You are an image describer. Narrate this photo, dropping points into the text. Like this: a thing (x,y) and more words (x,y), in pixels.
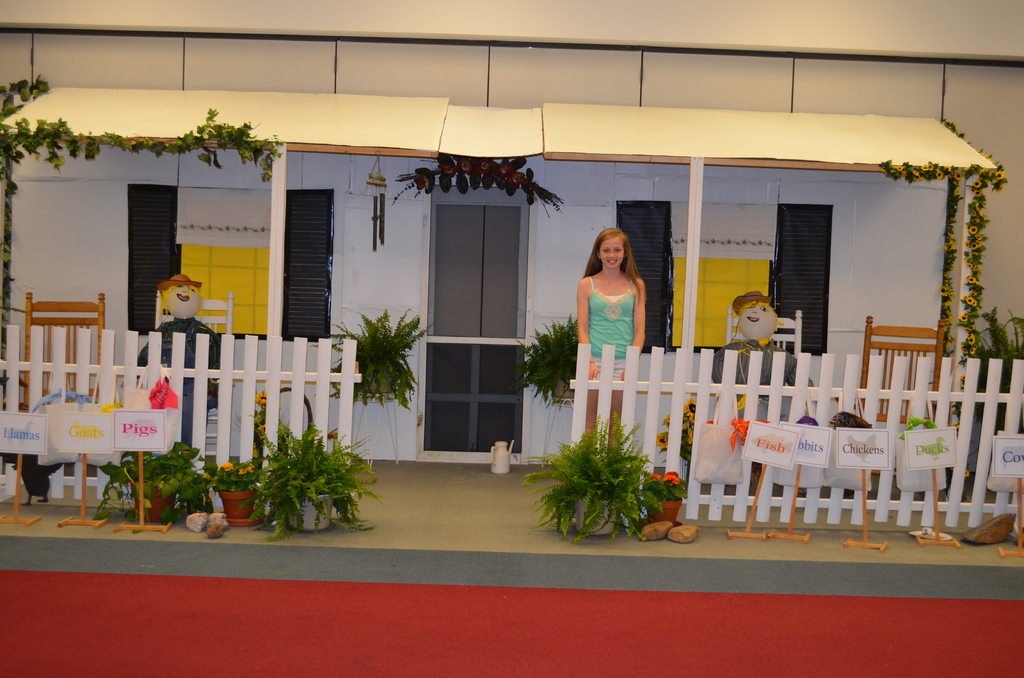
In this image, we can see a red color carpet (522,620), there is a white color fencing (59,340), at the right side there is a girl (618,303) standing, there are some green color plants (303,461), we can see a house (328,168) and there is a shed (550,139).
